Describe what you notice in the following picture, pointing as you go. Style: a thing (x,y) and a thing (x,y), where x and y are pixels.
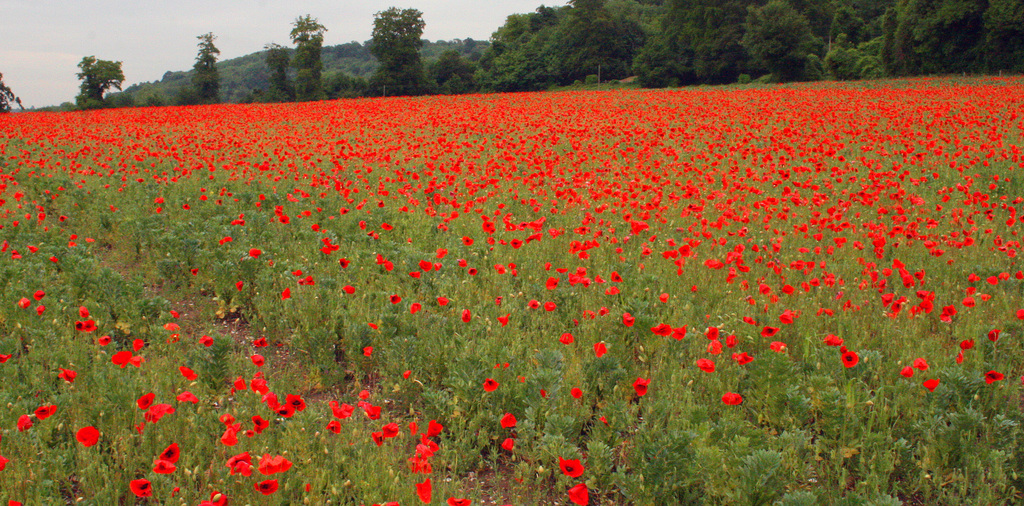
In this picture we can see so many flowers (228,173) to the plants (304,349), around we can see some trees (195,90).
